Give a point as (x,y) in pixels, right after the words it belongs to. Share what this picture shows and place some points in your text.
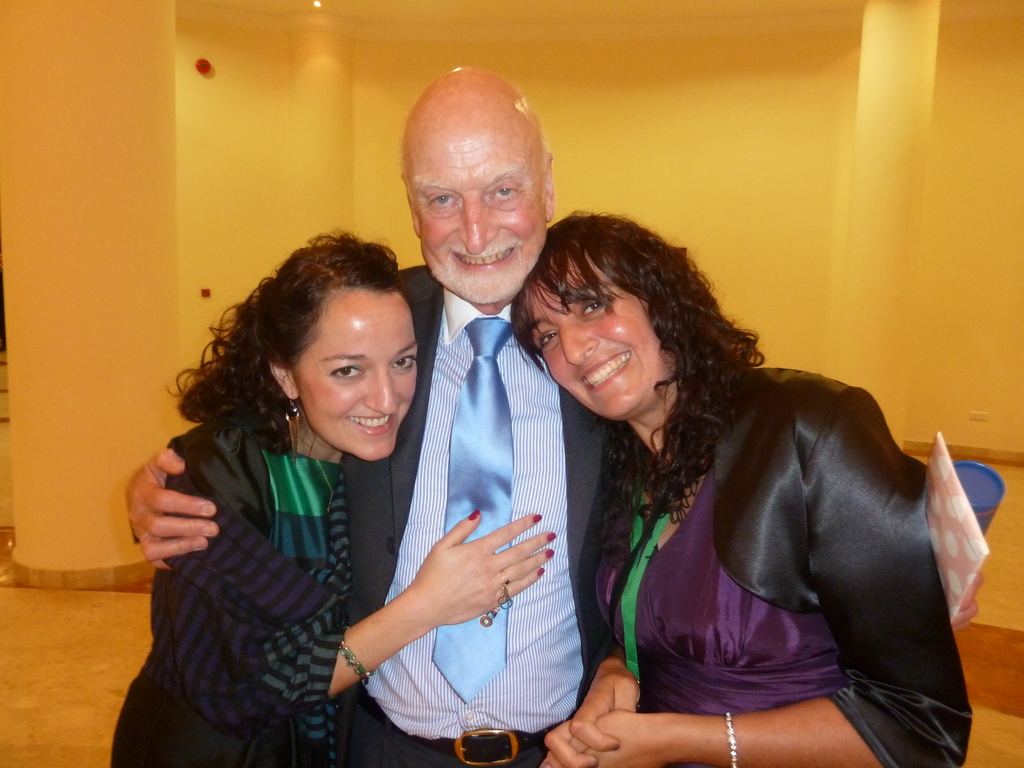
In this image I can see a man (478,380) and two women (257,294) are standing. I can see all of them are smiling and I can see he is holding a pink colour thing (938,495). On the right side of the image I can see an object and in the background (794,140) I can see the wall (267,48). On the top side of the image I can see a light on the ceiling (352,14).
